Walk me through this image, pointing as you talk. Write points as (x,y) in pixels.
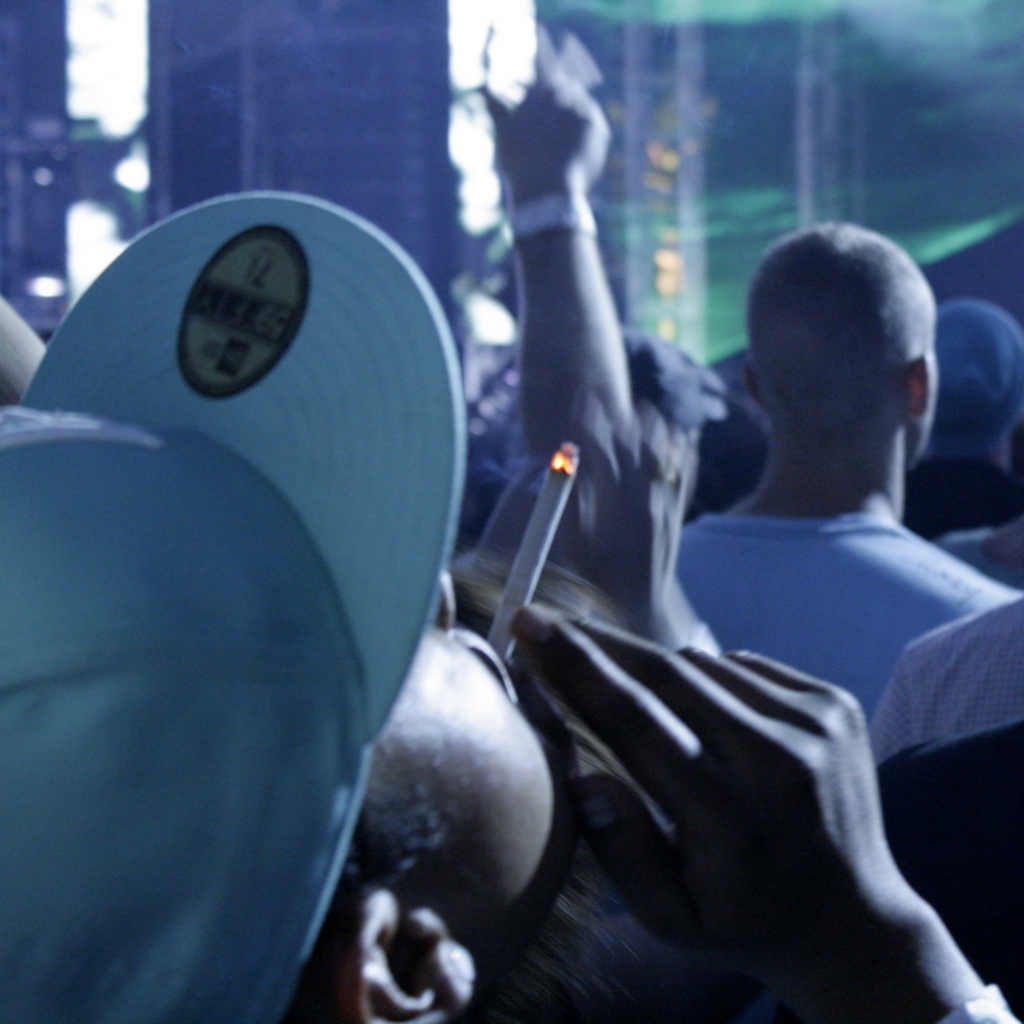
There is a crowd (421,582) and among them one person (325,785) is wearing a hat (361,766) and he is also smoking cigar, the background of the image (134,140) is blur.
